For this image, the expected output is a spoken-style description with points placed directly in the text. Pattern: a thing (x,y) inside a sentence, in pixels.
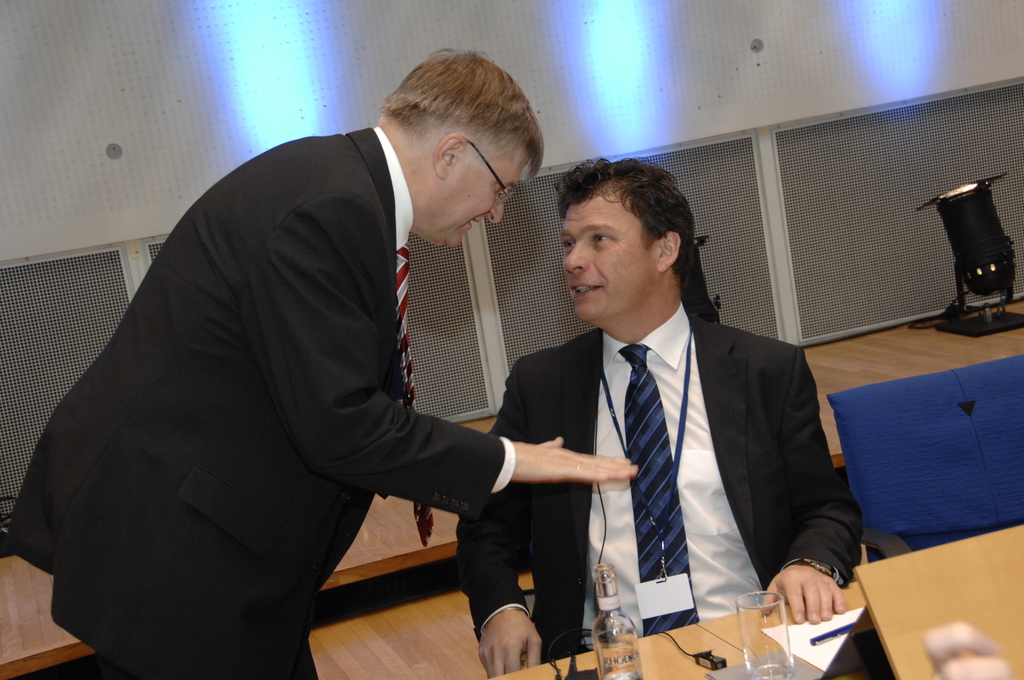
In this image there are two persons (455,496). One person (555,384) is sitting on the chair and the other (235,481) is standing. In the background (697,95) there is wall (947,184). On the right (985,257) there is an object (965,219) in black color. Glass (784,618), bottle (625,635), paper (810,657) and a pen (827,639) are visible on the wooden surface (667,664).
